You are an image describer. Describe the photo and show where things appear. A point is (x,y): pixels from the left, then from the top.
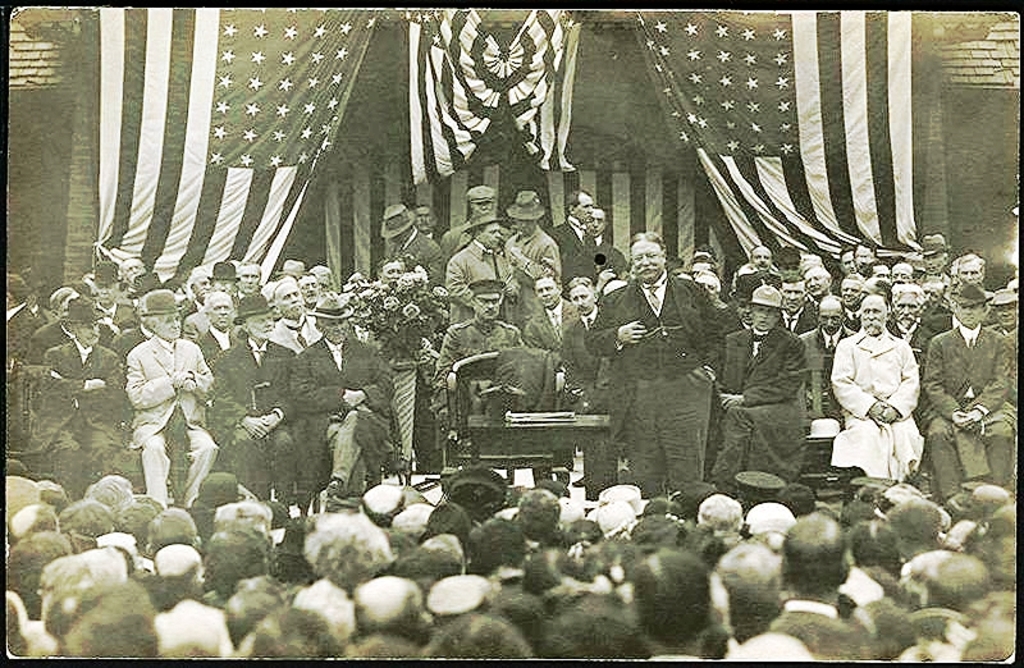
In this picture we can see so many people (344,344) are sitting on the stage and looking for the opposite persons (406,508), one person (656,357) is standing and talking. We can see some flags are at the back side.
